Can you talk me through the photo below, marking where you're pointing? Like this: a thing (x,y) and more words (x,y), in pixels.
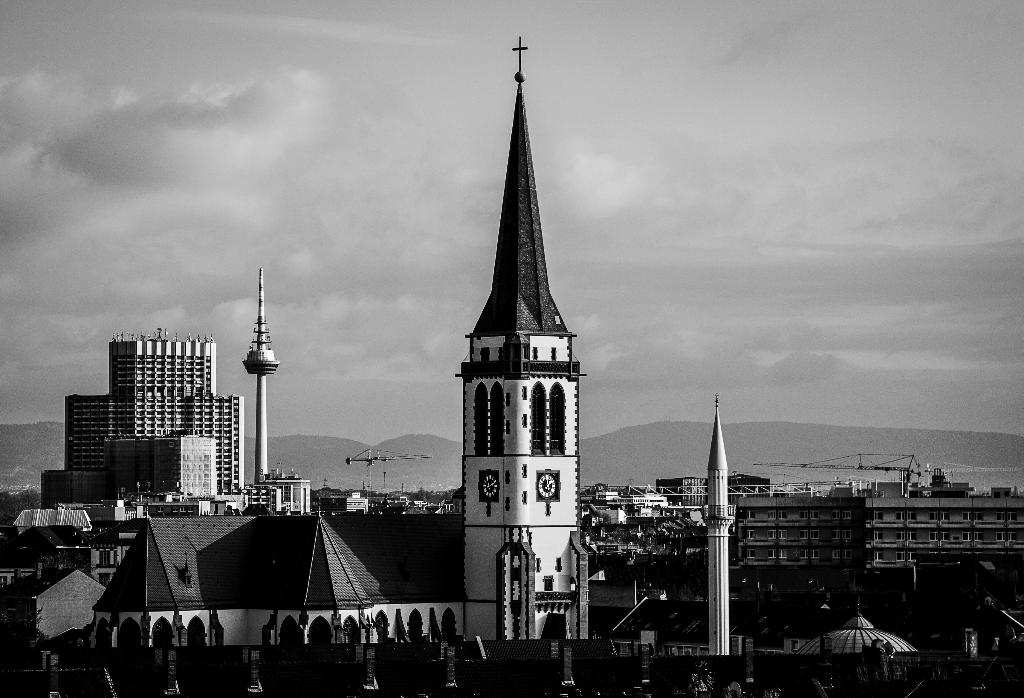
In this picture there is a church (516,127) in the center of the image (506,365) and there are buildings (863,559) in the image.
